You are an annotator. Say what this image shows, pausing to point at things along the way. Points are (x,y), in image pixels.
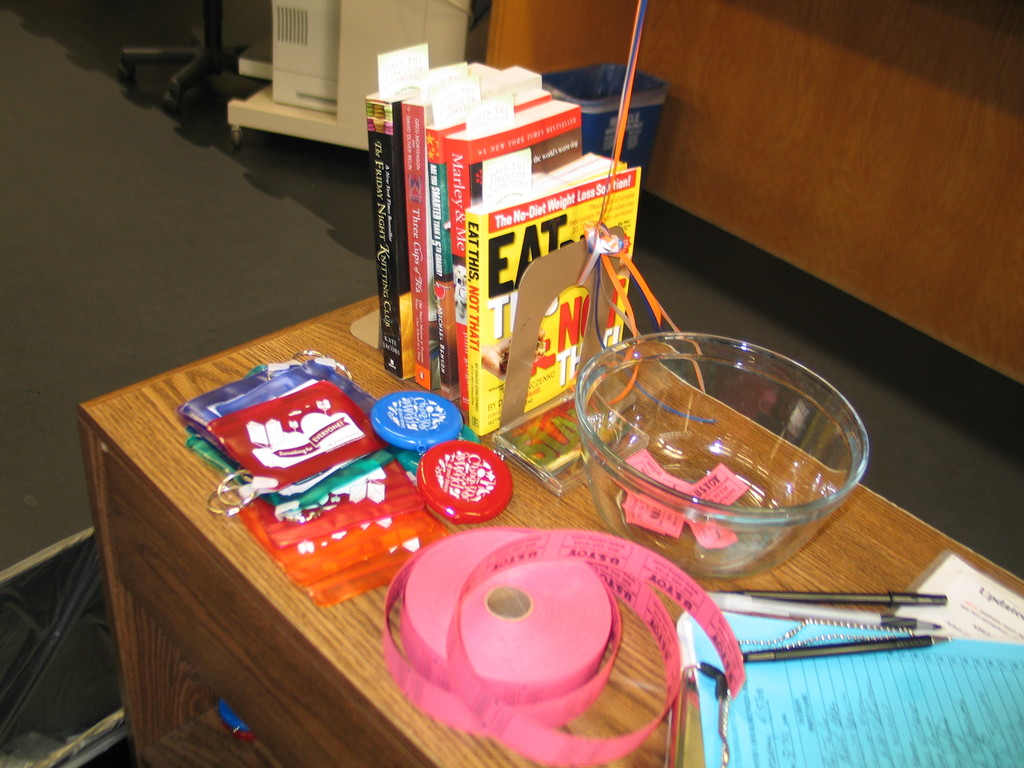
In this image there are books (374,101), bowl (794,497), pens (879,647), tape (699,620) and a few other objects (551,473) are placed on the table (375,344), behind the table (643,635), we can see the wheels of a chair (211,23) and there are few objects (269,78) on the surface (231,8).
